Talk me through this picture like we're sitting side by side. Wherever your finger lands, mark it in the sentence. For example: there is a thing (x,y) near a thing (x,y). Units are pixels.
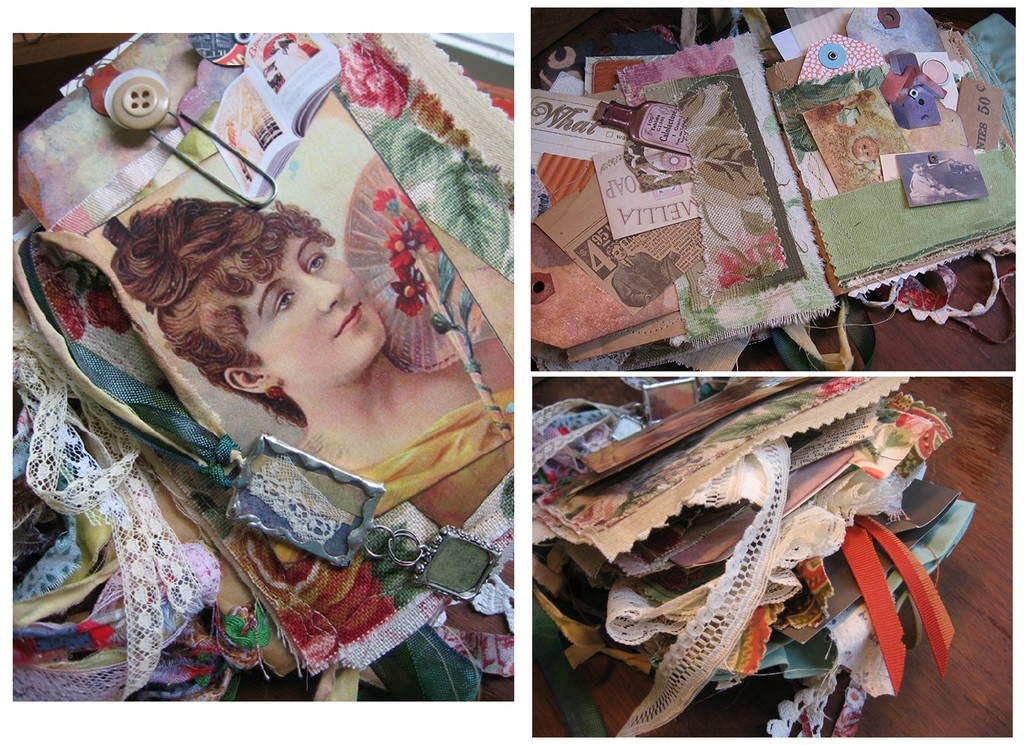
This is collage picture, in these pictures we can see ribbons (840,518), cards (830,115), photos (188,268) and objects (917,114).
